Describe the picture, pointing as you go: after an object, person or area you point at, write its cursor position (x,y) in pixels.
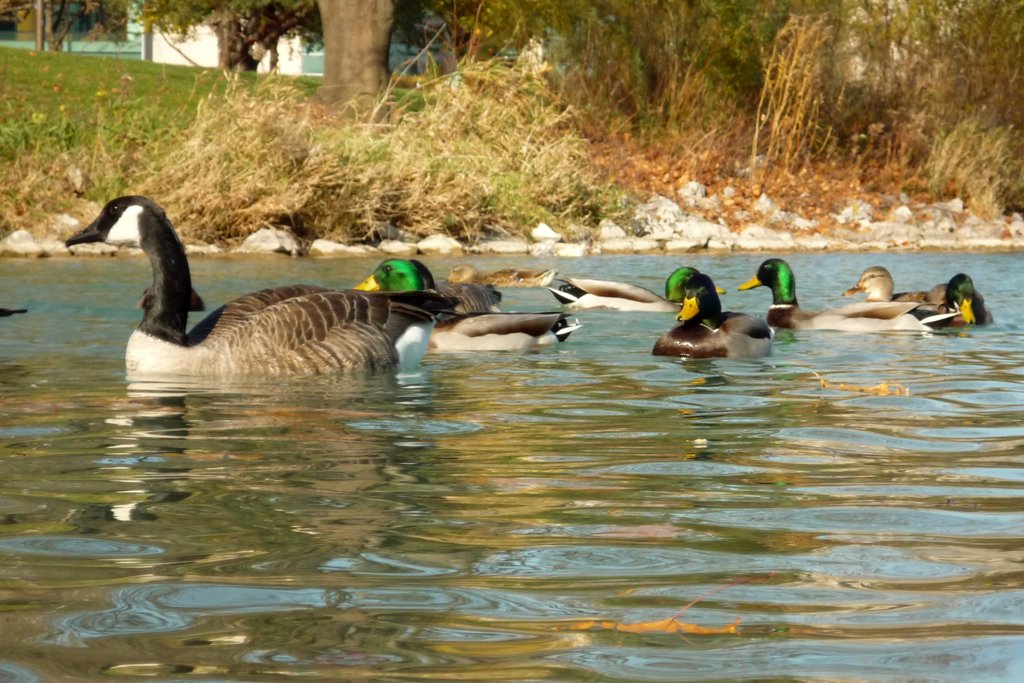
In the middle of this image (681,356), there are ducks (895,332) partially in the water (873,344) and swimming. In the background (965,194), there are rocks (37,239), plants (419,118), trees (343,0), a building (74,12) and grass (393,123) on the ground (279,74).
